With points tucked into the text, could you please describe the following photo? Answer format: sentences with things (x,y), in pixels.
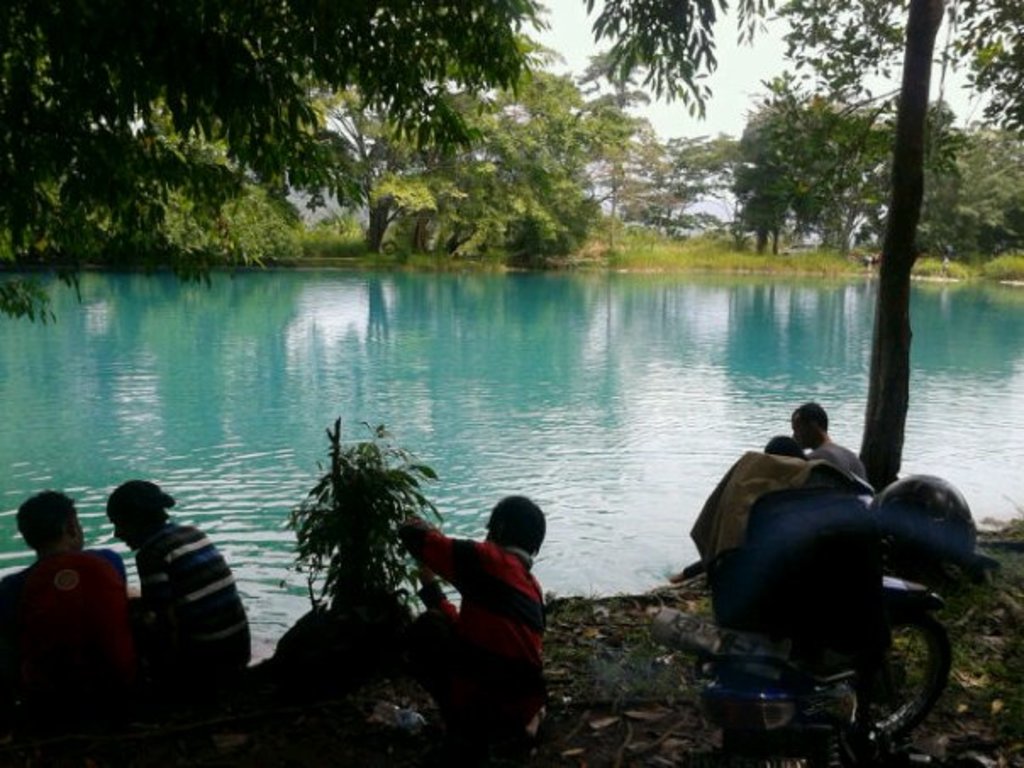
In this picture there are group of people (76,726) sitting and there is a motorbike (893,715). At the back (842,137) there are trees (503,92). At the top (734,97) there is sky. At the bottom (978,701) there is water (678,365) and grass (996,638) and there is reflection (776,307) of trees (65,242) and sky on the water (289,359).
